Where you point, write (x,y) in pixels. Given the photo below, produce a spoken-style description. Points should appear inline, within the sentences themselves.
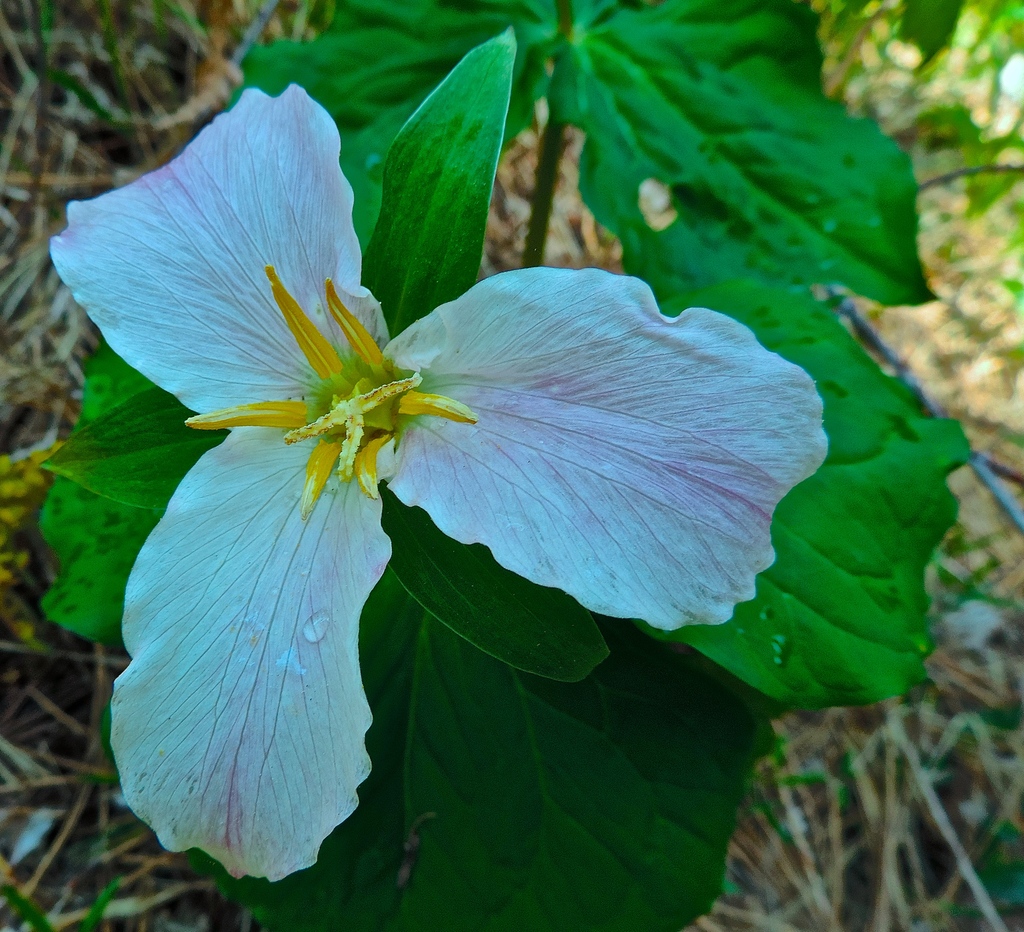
In this picture there is a flower (248,361) on the plant (625,235). At the bottom (947,690) there is grass (856,759) and there is ground (979,350).
